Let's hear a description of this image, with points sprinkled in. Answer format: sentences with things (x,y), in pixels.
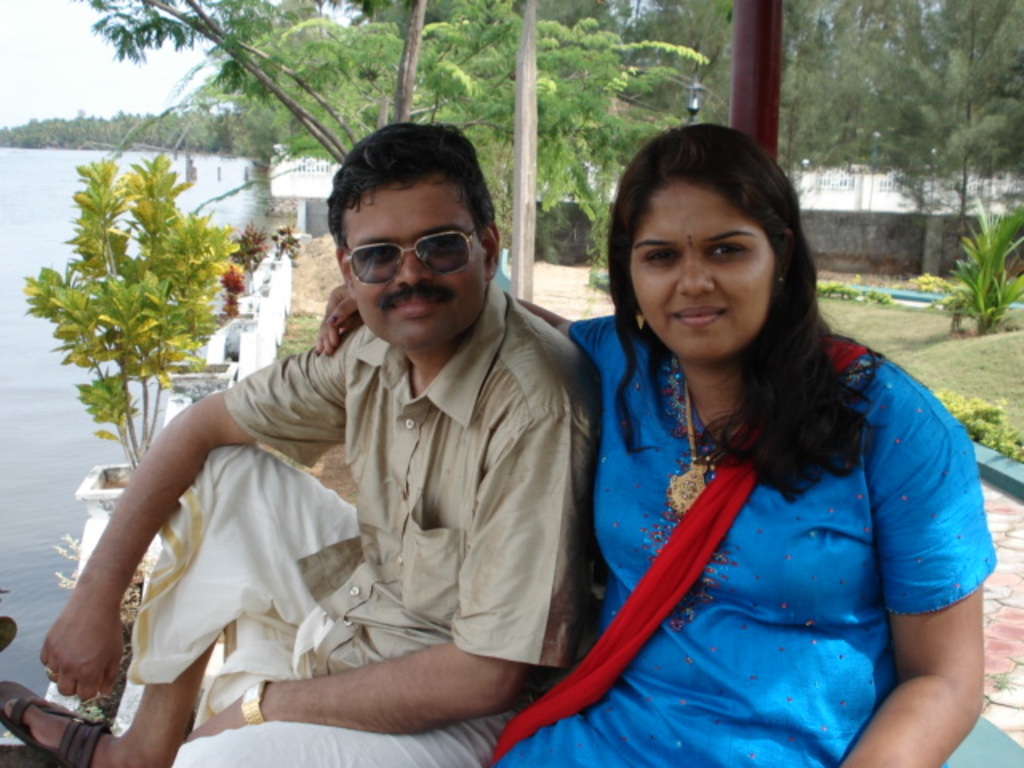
In this picture there is man (358,690) and a woman (876,510) in the center of the image (453,302) and there is water (27,368) on the left side of the image (41,625), there are trees (607,224) at the top side of the image (607,224) and there are poles (531,36) in the background area of the image (525,52).
